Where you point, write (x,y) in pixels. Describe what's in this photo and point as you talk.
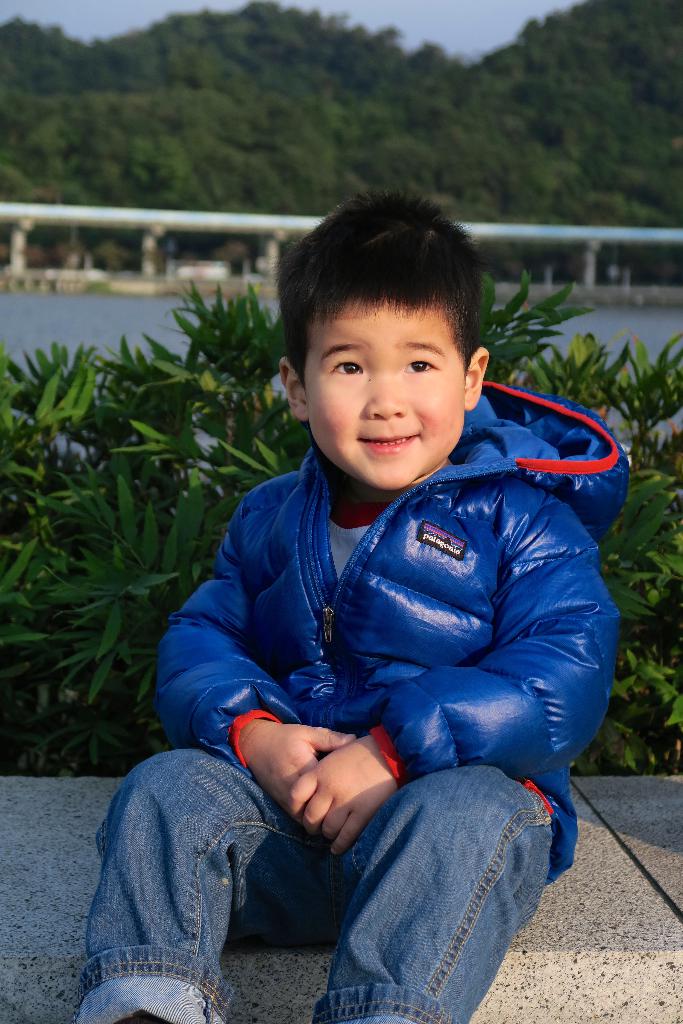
In the center of the image (423,393), we can see a kid (434,511) wearing a coat (406,593) and sitting on the stone (558,965) and in the background (281,435), there are plants (635,486), trees (226,93), a bridge (100,209) and a water (83,310).
